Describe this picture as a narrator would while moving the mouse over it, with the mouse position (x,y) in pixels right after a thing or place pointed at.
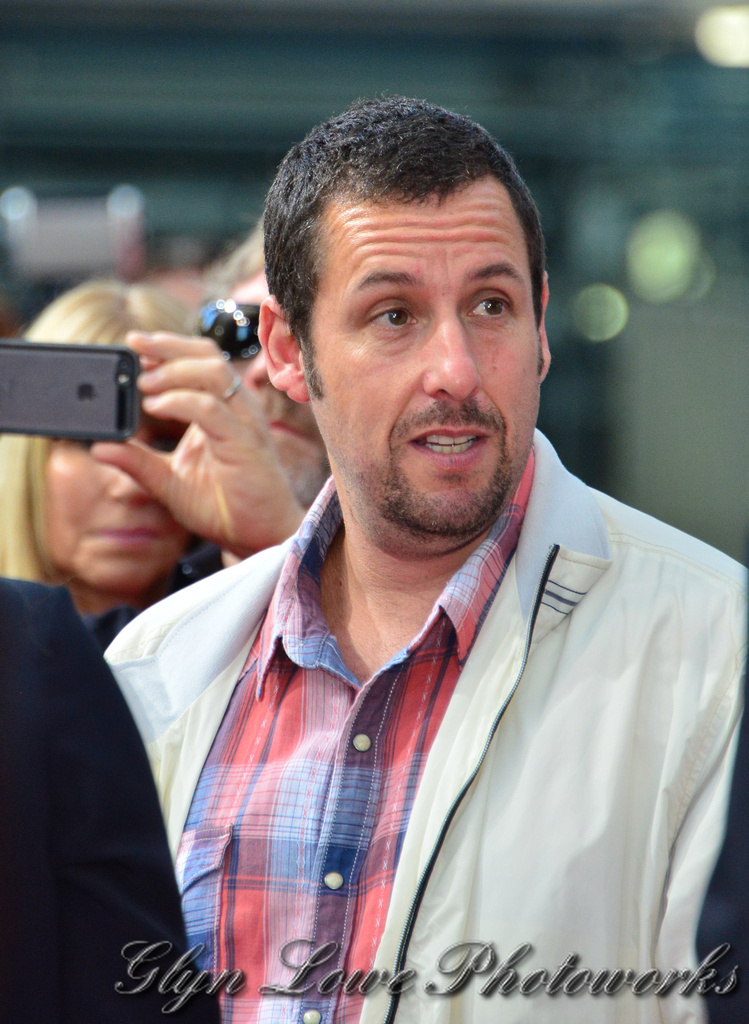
In this image, few peoples (381,381) are there. The middle person (418,652) is seeing some where. At the background (288,443), the human (285,433) is wearing goggles (227,344) and he hold mobile (128,395) on his hand (197,374).
